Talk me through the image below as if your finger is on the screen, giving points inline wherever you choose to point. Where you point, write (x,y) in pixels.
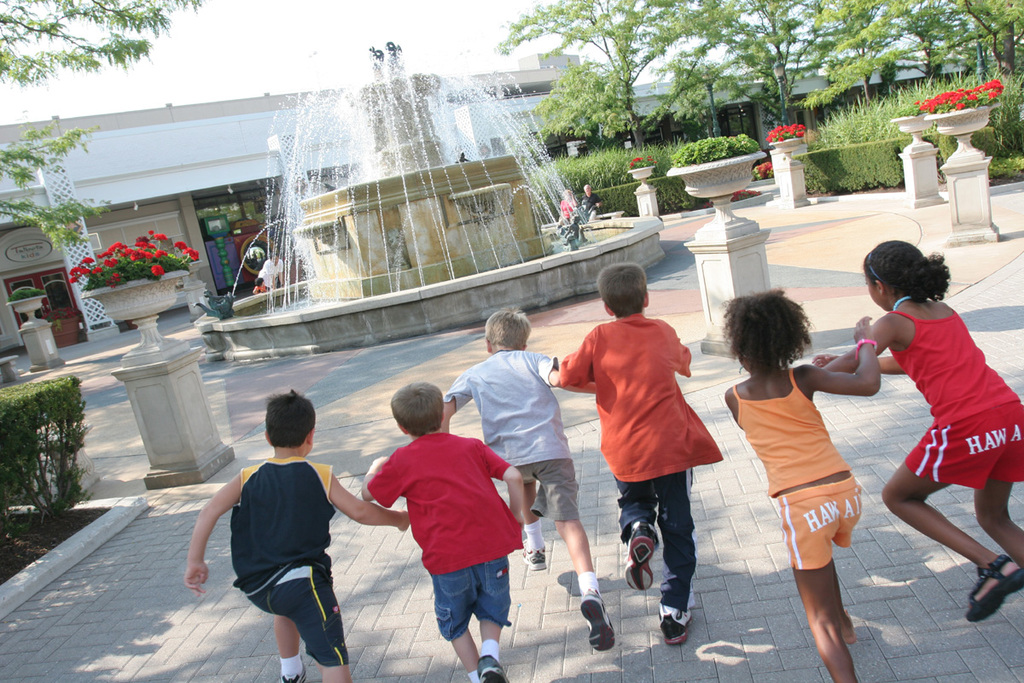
In the image there are group of kids (277,593) running towards a water fountain (519,278), many plants (577,183) are kept around the fountain (356,257). There is a complex (535,79) behind the fountain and in the right side (843,69) there are few trees (910,56).
